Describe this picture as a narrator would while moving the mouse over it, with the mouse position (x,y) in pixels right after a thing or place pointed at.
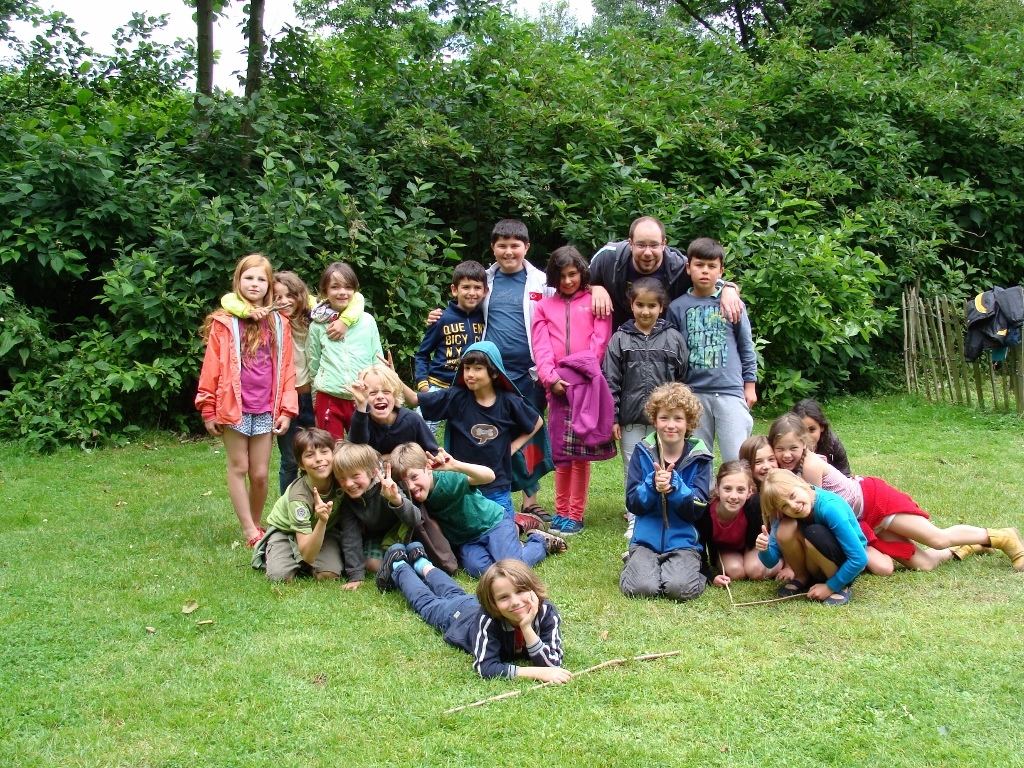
In this image we can see people (501,538) sitting and some of them are standing. At the bottom (474,738) there is grass (754,681). On the right (1010,364) there is a fence (967,362). In the background (368,131) there are trees (345,42) and sky (272,25). We can see clothes (1000,318) placed on the fence (1011,358).
